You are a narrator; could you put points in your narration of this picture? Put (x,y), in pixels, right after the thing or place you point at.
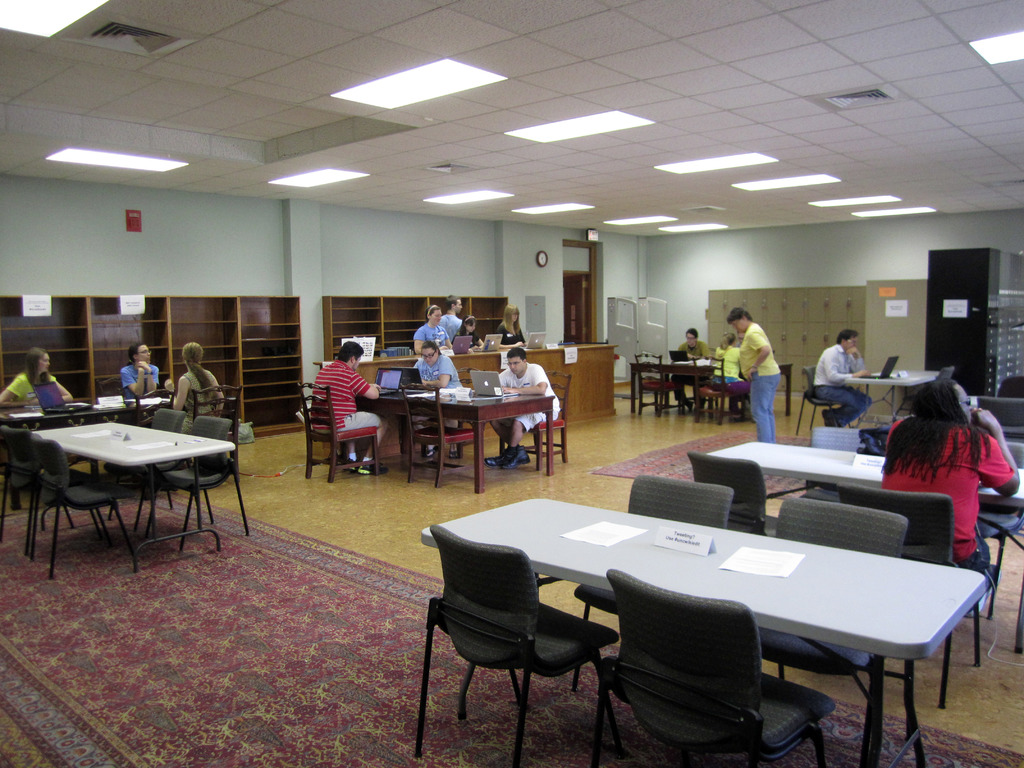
There are group of people (444,373) operating laptops (497,334).
